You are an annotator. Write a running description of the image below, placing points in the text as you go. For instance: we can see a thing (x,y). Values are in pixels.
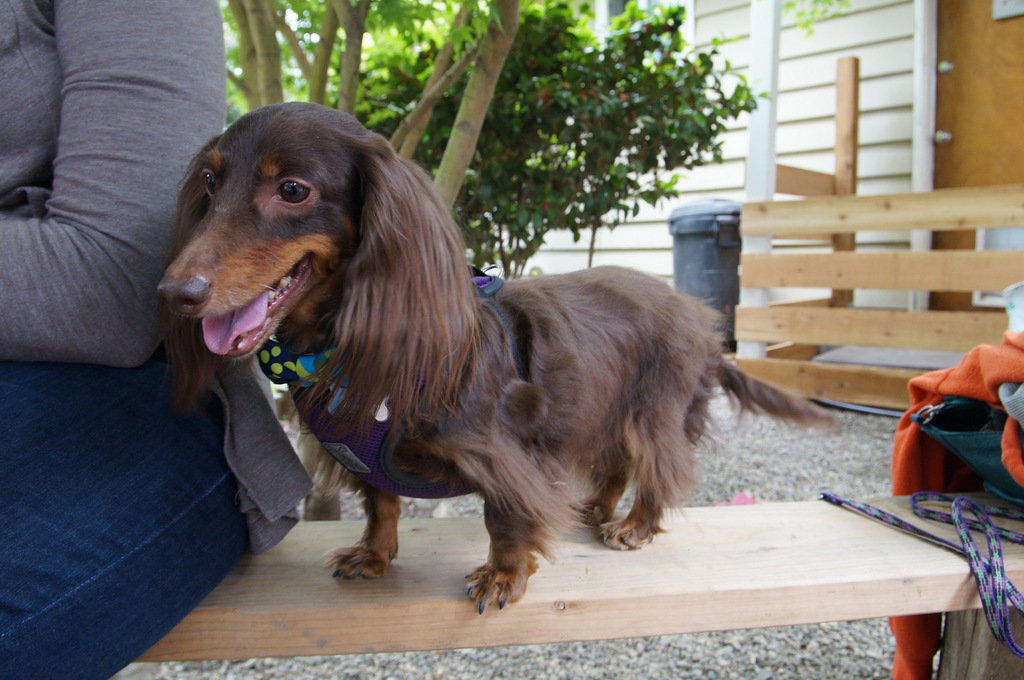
In this image I can see the dog (545,496) and the dog (600,329) is in brown color, I can also see the person (142,186) sitting on the wooden surface (292,635). Background (429,88) I can see trees (471,159) in green color and I can see the wooden railing (808,197).
